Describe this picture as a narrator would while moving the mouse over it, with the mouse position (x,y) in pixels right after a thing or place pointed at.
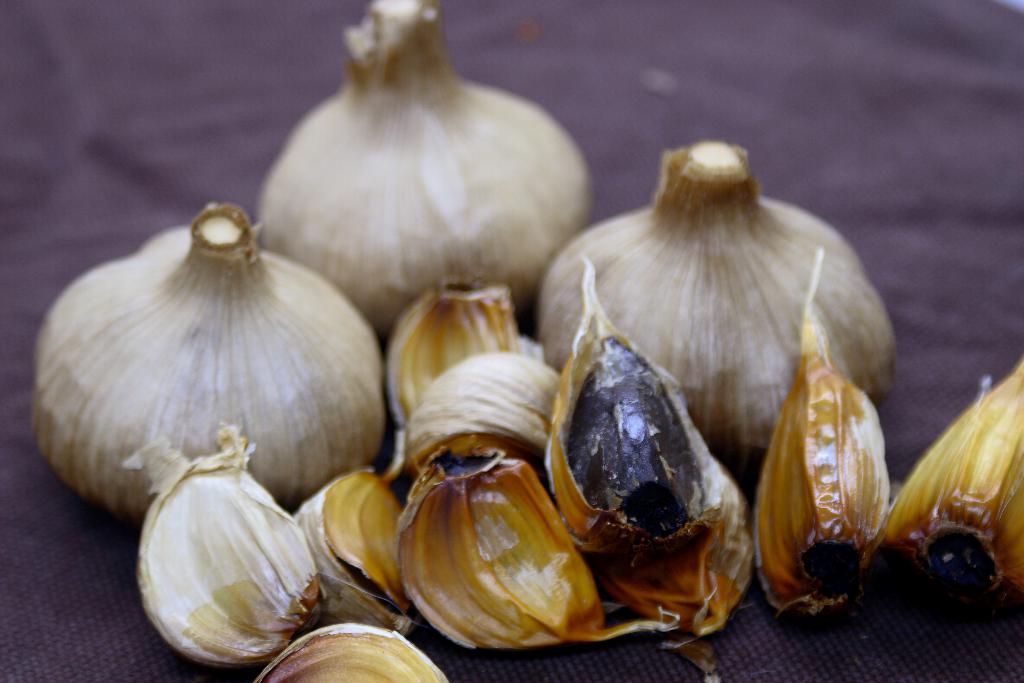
In the image there are Garlic (410,320) and three garlic (318,184) are untouched and beside them there are few garlic cloves (602,521).
